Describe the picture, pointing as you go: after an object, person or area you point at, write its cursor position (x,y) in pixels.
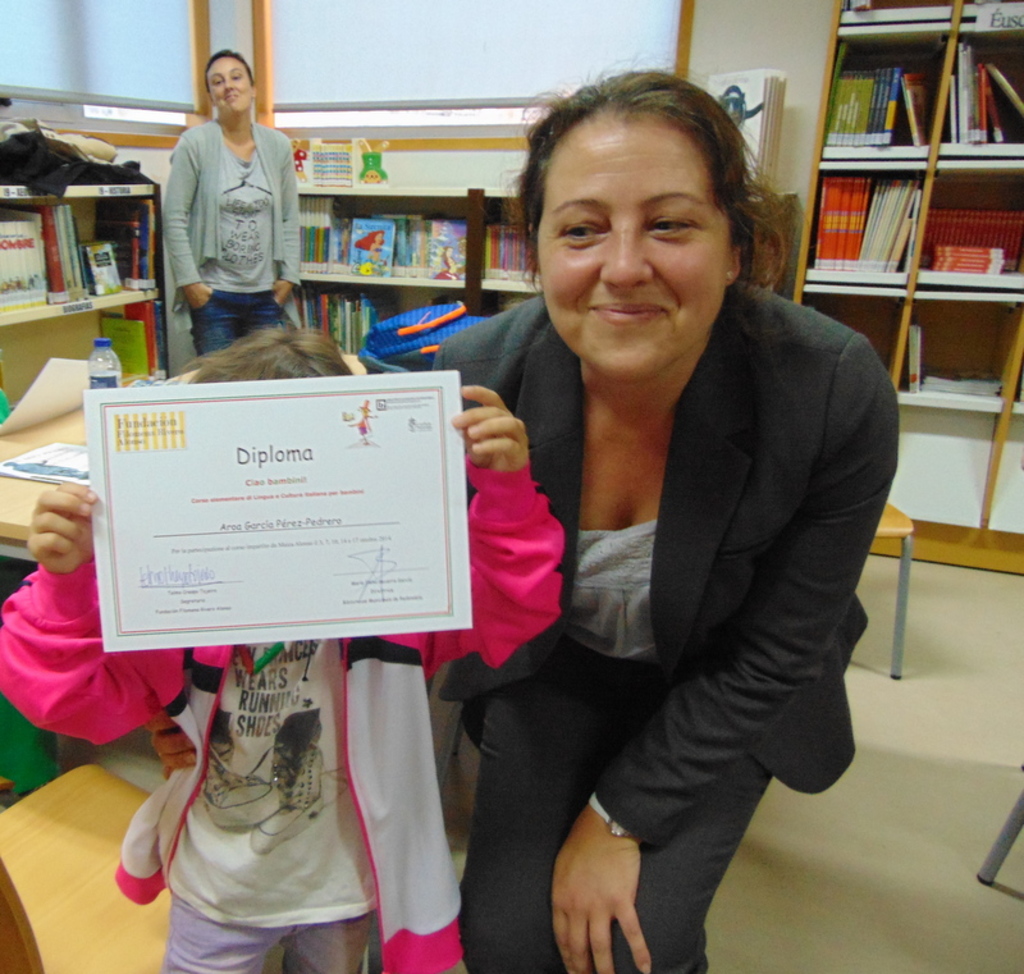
In this image we can see the kid (253,874) with a diploma certificate (278,510). We can also see a woman (572,587) smiling. In the background (849,111), we can see many books (900,235) placed on the racks (849,308). There is also a book (48,461) and a bottle (108,350) on the wooden table (8,518). We can also see the chairs (115,926). A woman (261,322) is standing in the background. We can also see the windows (539,13).
